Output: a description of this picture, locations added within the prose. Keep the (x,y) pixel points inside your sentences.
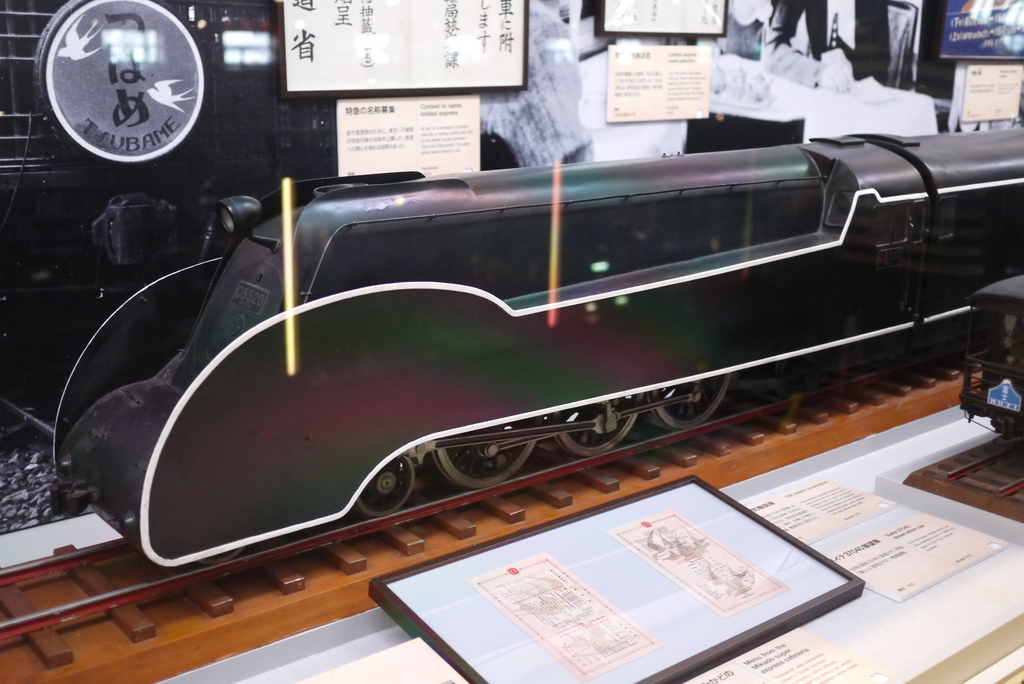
In the picture there is a toy train (364,431) and around that there are some papers (817,510), notes (821,497) and other objects (685,492) are kept.
